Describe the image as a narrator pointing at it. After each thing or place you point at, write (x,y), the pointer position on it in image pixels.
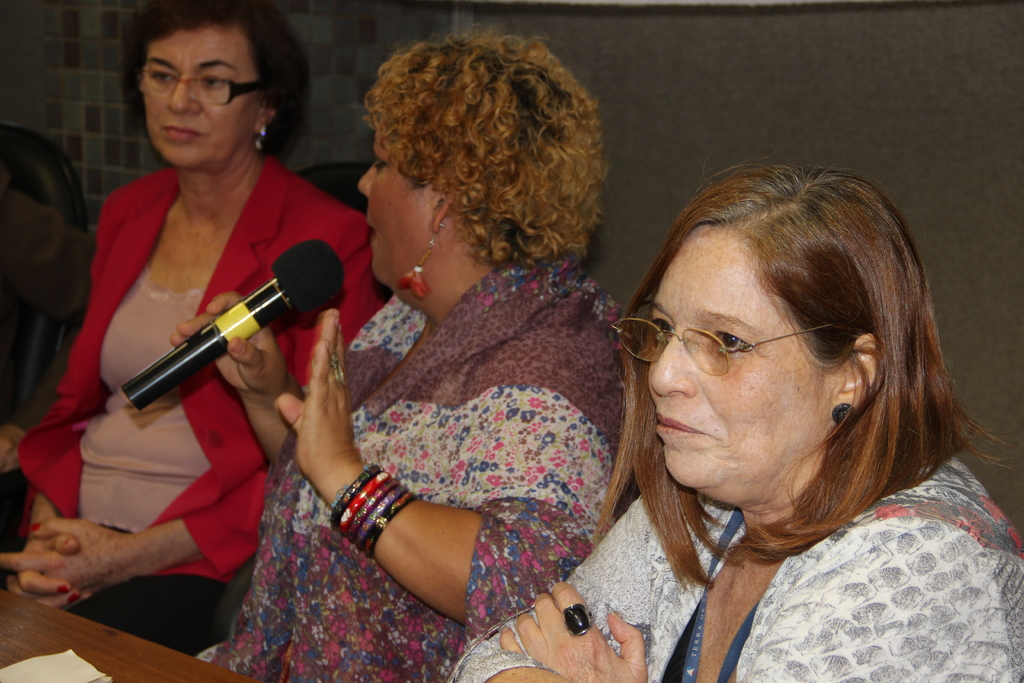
This is the picture where we have three ladies (398,263) sitting on the chairs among them one is in red jacket (140,226) and the other lady (333,317) is holding mike (319,308) and the other lady (775,604) is in white shirt (796,606) in short hair (829,337).
